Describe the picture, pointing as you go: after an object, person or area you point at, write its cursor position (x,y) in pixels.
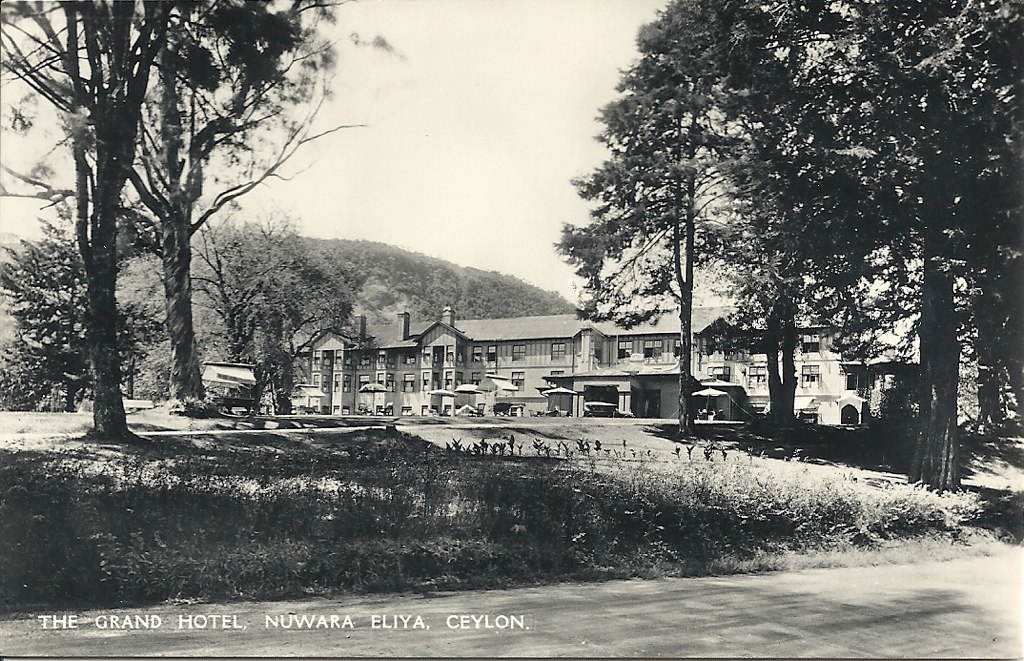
In the picture I can see trees (640,322), plants (482,557), buildings (578,359), the sky (532,180) and some other things. This image is black and white in color. I can also see a watermark (276,626) on the image.
